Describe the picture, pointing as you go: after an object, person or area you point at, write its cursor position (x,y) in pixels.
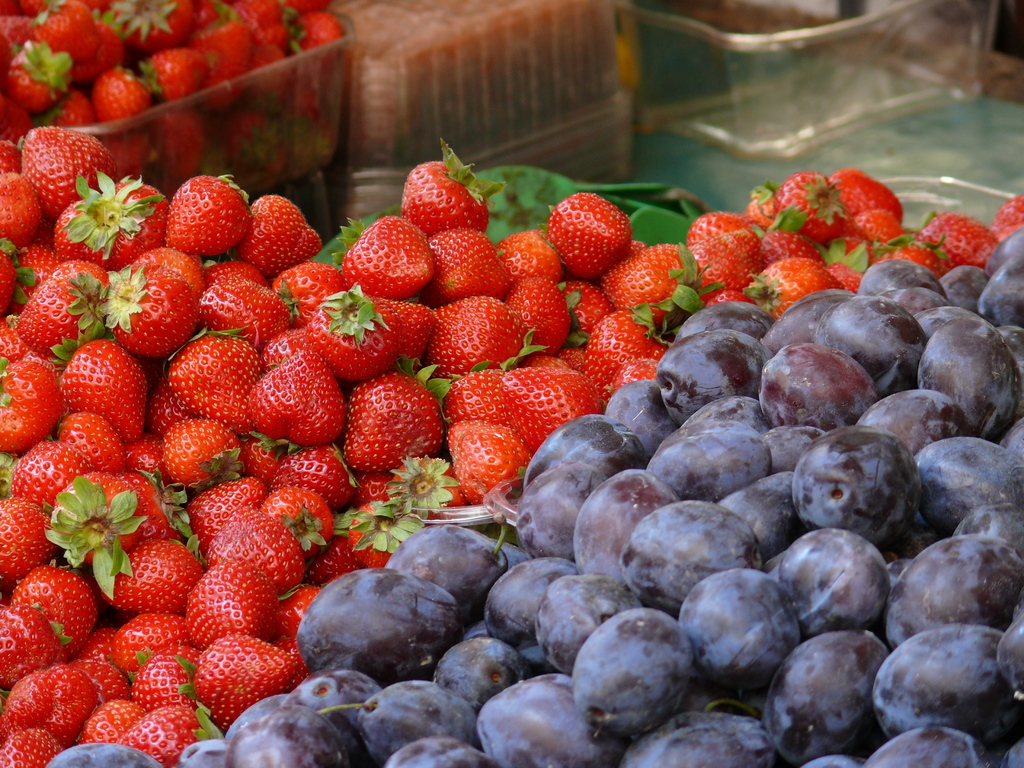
In this picture I can see strawberries (362,380) on the left side (166,196) and purple plums (770,597) on the right side of the picture (712,613) and I can see glass trays (853,125) in the back (853,107).
